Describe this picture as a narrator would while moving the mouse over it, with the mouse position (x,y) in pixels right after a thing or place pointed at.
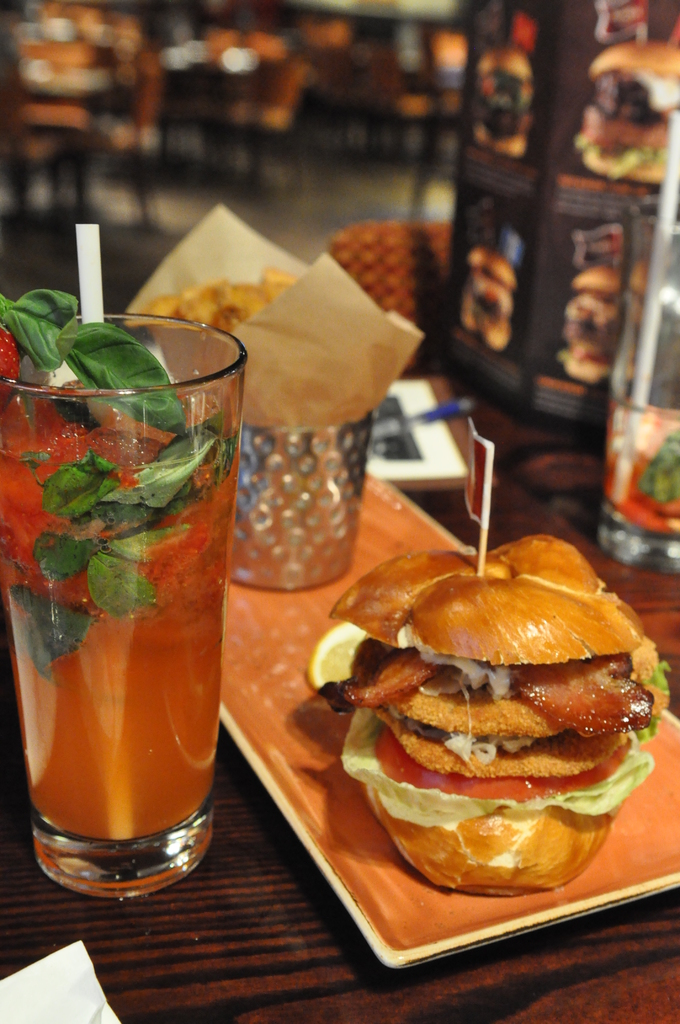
In this picture there is a table (343,988) on which some food (492,650) was placed in the plate (273,656). There is a glass (183,608) with some drink (105,546) in it. In the right side (654,397) there is a glass (621,540) on the table (527,492). The table (210,939) is in brown color. In the background (225,112) there are tables (94,88) and chairs (264,90).
